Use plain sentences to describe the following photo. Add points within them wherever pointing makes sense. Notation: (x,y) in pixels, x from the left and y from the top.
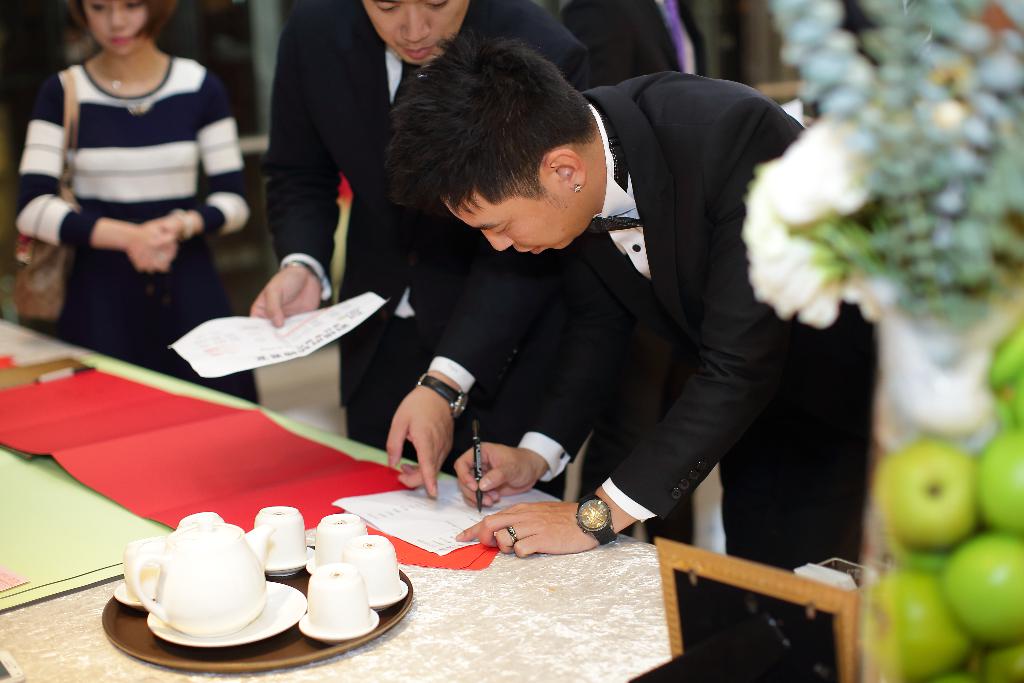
In this image we can see tea pot (223,561) and glasses (336,590) on the small plates (179,634) on a big plate (172,647) on the table (90,641) and we can also see papers (10,578) on the table (54,625). A man (571,212) is holding a pen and kept his one hand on the paper (410,496) which is on the table (379,460) and beside him there is another man (330,244) holding a paper (311,336). In the background (240,188) there are few persons (184,177) and a woman (170,206) is carrying a bag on her shoulder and on the right side (985,597) there are fruits (981,587) and a plant (900,240) and flowers (862,269) in a jar (970,404) on a platform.
